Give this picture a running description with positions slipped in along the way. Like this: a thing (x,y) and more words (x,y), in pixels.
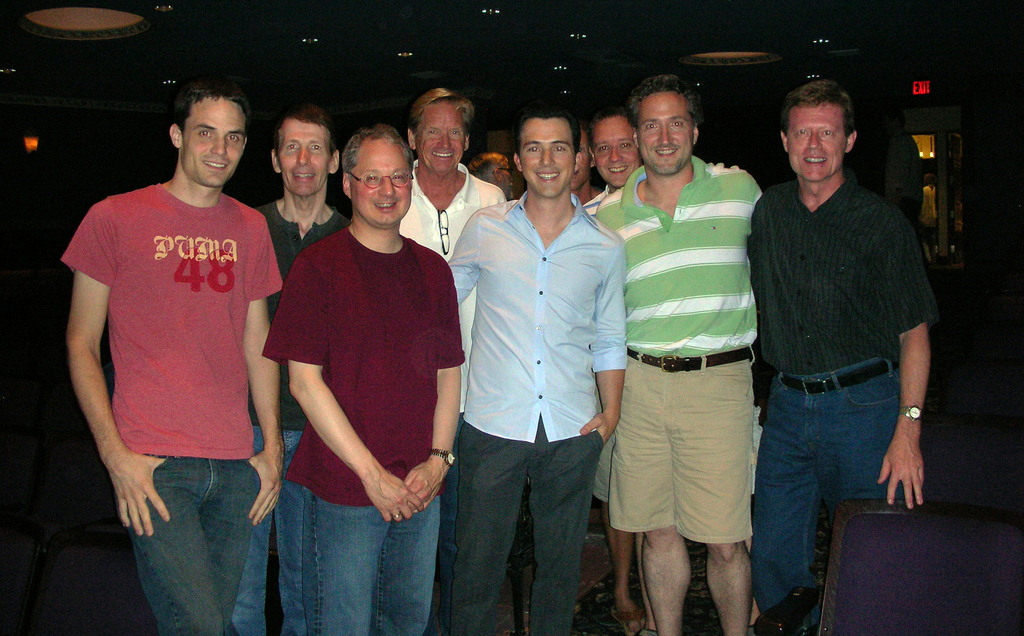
This picture shows few people (892,241) standing and we see smile on their faces (372,218) and we see a man (371,202) wore a spectacles (408,185) on his face (389,162) and we see chairs (963,553) and couple of lights (927,157). The picture is taken in the dark.
